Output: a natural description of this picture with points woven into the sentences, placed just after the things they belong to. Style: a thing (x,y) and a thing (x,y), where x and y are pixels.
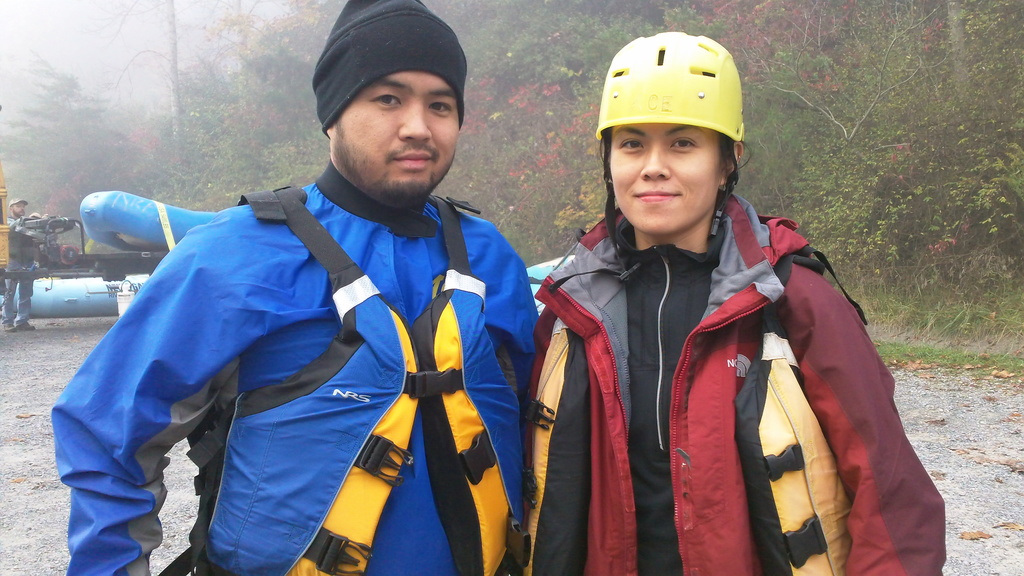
There is a man (436,343) and a woman (564,364) wearing jackets (502,394). Man (502,394) is wearing a cap (373,63) and woman (644,145) is wearing a helmet (652,82). In the back (283,42) there are trees (784,99). Also there is a machine (88,273).
